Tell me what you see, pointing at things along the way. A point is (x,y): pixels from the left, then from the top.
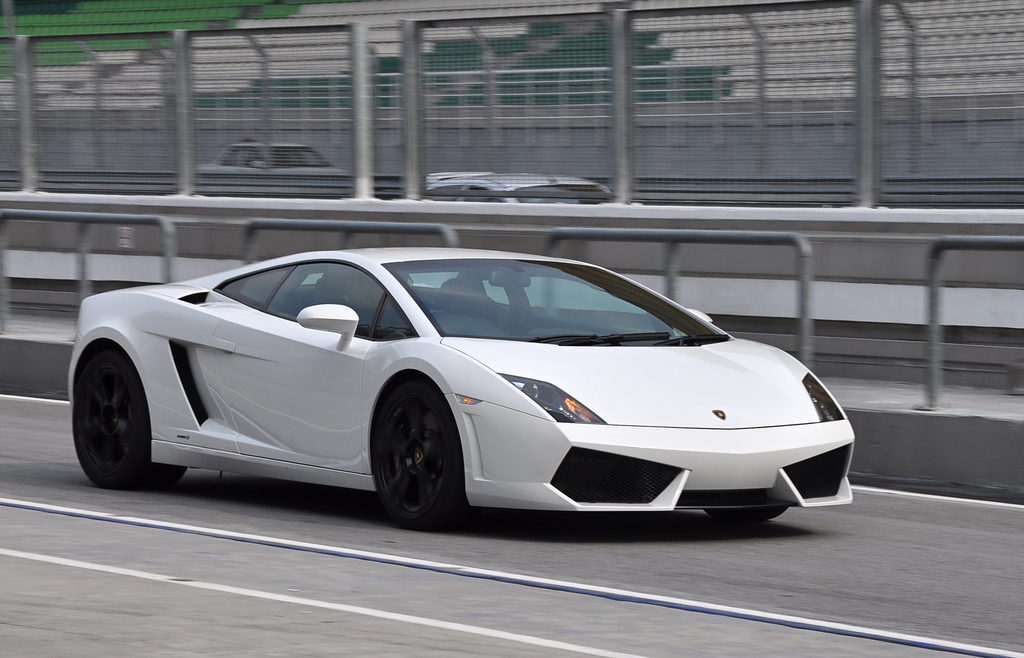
In this image, I can see a car (540,447) on the road (710,609). In the background (411,199), I can see barricades (754,242), fence (356,96) and two vehicles (511,178).
